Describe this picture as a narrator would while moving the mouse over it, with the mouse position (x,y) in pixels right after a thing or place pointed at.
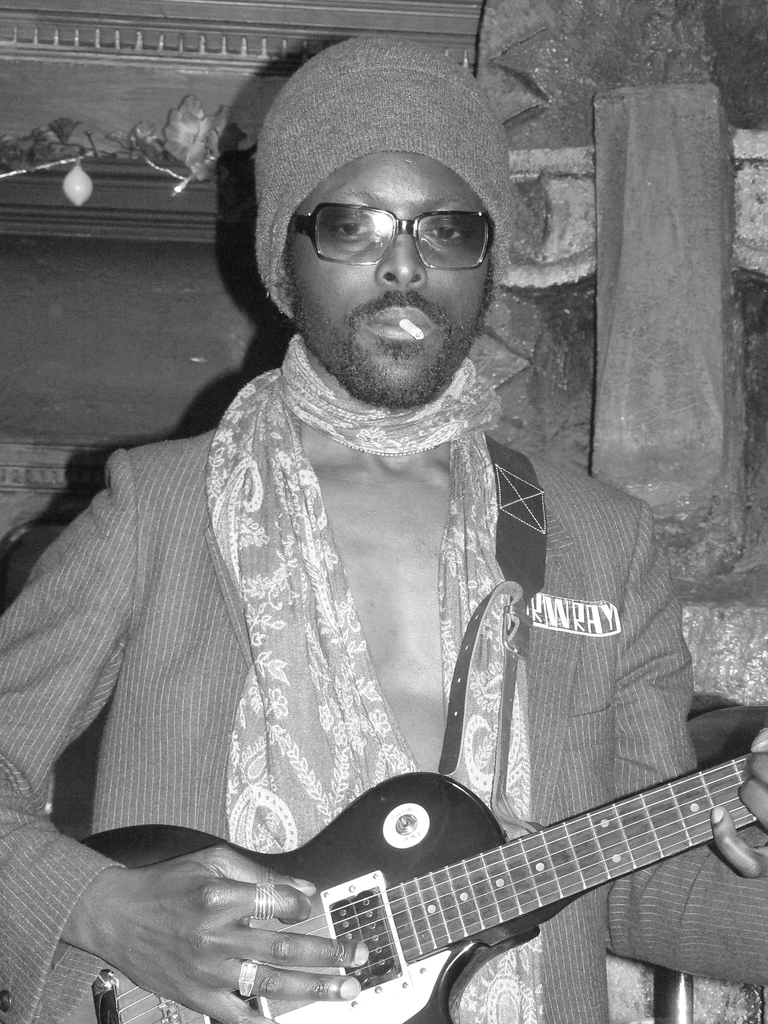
In this image there is a man (755,847) standing and playing a guitar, in the back ground (189,396) there are lights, wall (706,103), cupboard (103,115).
